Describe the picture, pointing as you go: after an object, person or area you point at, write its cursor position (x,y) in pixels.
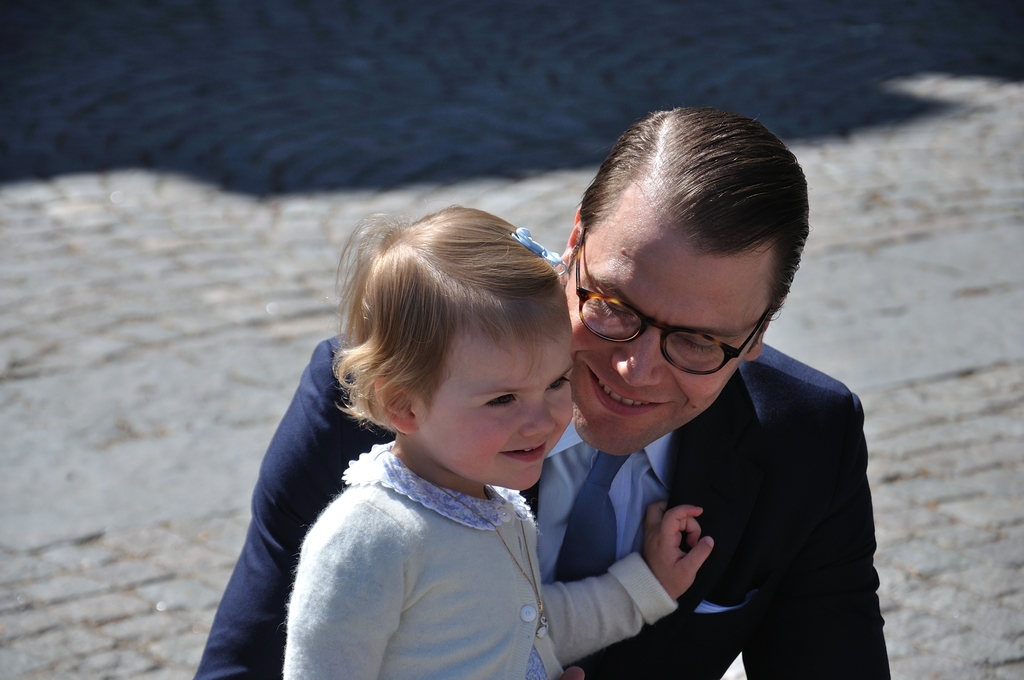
As we can see in the image in the front (571,460) there are two people (571,460). The man (782,374) is wearing black color jacket (727,440) and spectacles (632,323). The girl (473,547) is wearing white color dress (362,577).
